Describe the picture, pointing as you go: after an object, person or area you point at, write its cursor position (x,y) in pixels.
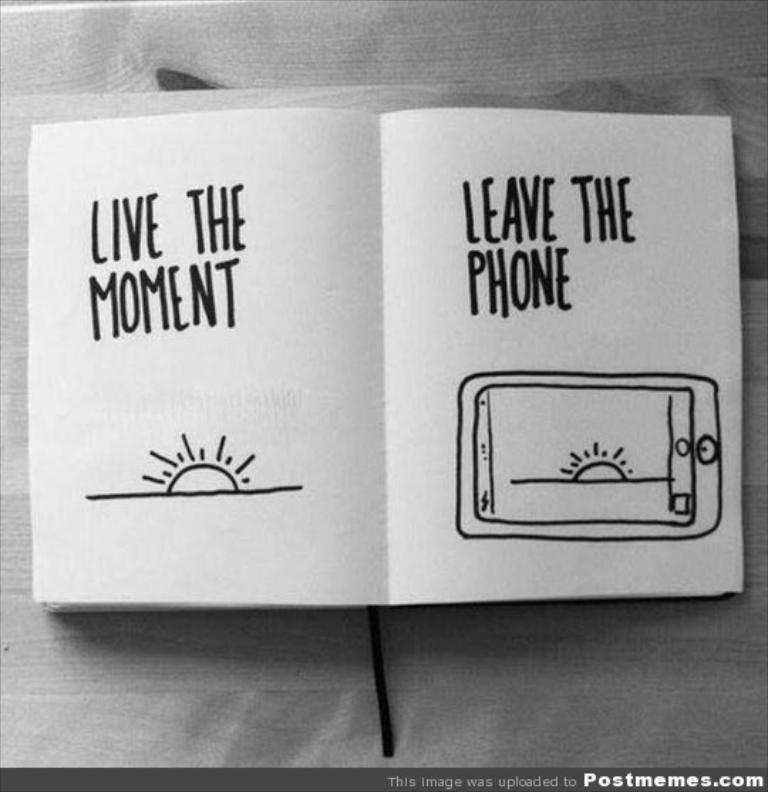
This is a black and white image. In the center of the image (272,343) there is a book (670,229) with some text (534,276) on it on the table (520,652).
